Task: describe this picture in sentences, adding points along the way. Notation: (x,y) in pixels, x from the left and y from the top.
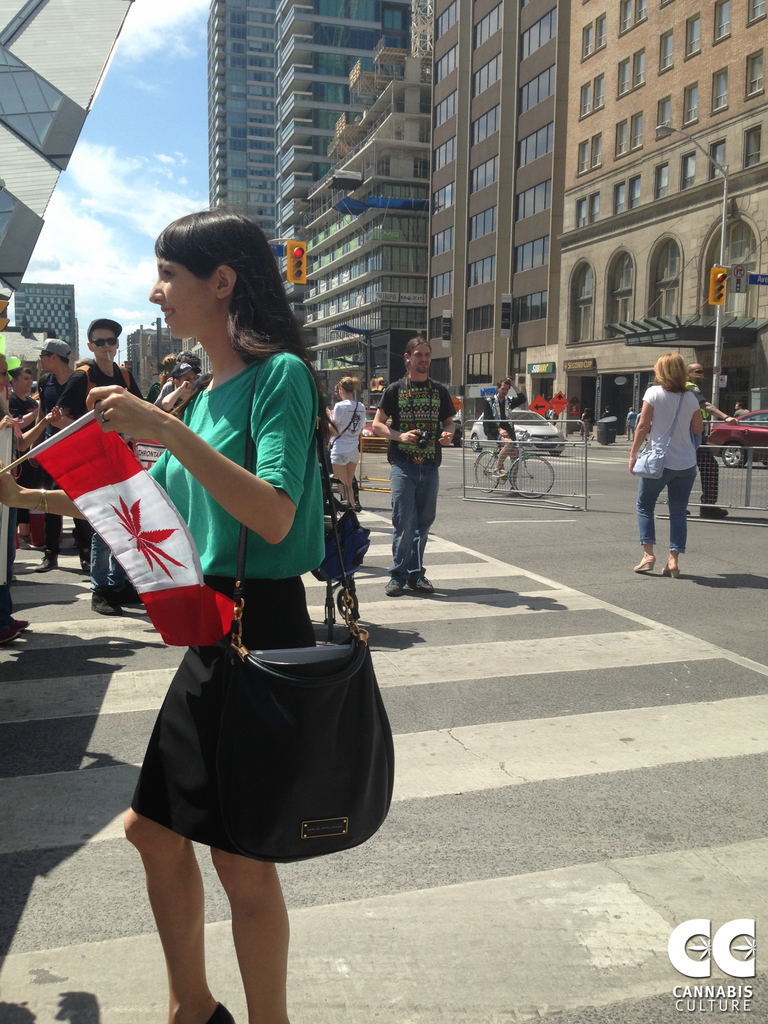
In this image there are people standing on the road (521,793). There is a metal fence (742,506). There are signal lights (722,296). There is a street light (705,151). There are directional boards (542,404). In the background of the image (558,175) there are buildings (222,120) and sky (164,126). There is some text (740,1003) on the right side of the image (725,953).
